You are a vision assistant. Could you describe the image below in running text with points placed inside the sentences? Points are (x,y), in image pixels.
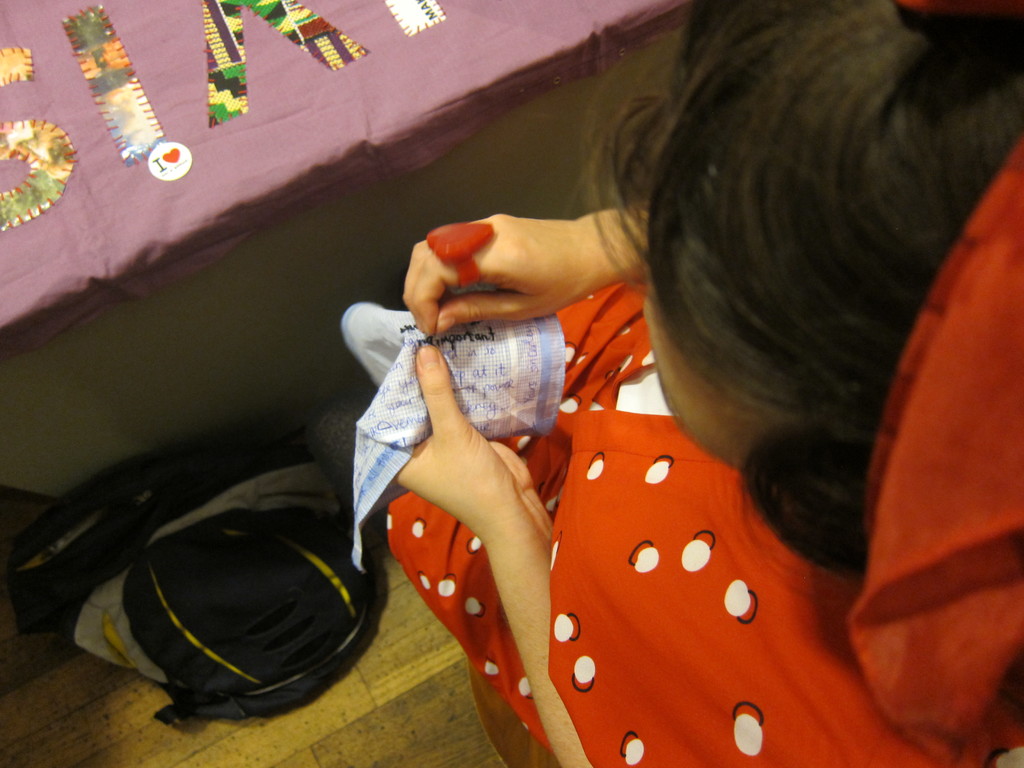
In this image we can see a woman (793,358) holding the cloth (513,425). We can also see a bag (301,546) on the floor (440,675). We can see some letters (36,198) on the cloth (259,150) which is on the table (444,35).
